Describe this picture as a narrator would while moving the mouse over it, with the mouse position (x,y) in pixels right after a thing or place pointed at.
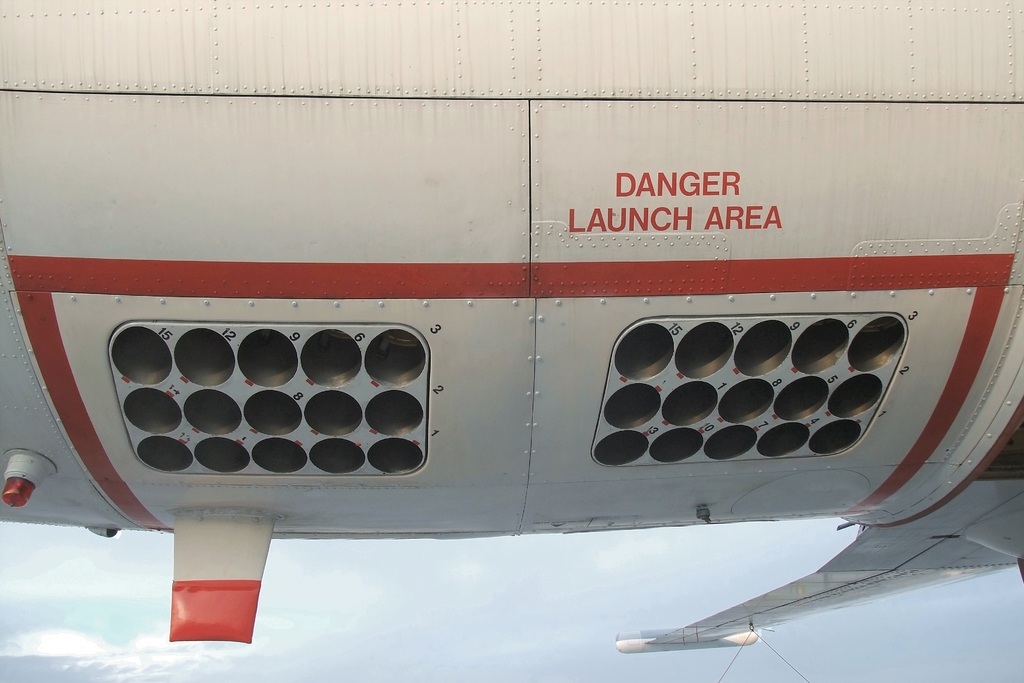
In this image there is an aircraft (384,420) truncated, there is the sky (498,601), there is text (681,204) on the aircraft (662,196), there are numbers (229,332) on the aircraft (300,396), there is a light (19,493) on the aircraft (61,502).
